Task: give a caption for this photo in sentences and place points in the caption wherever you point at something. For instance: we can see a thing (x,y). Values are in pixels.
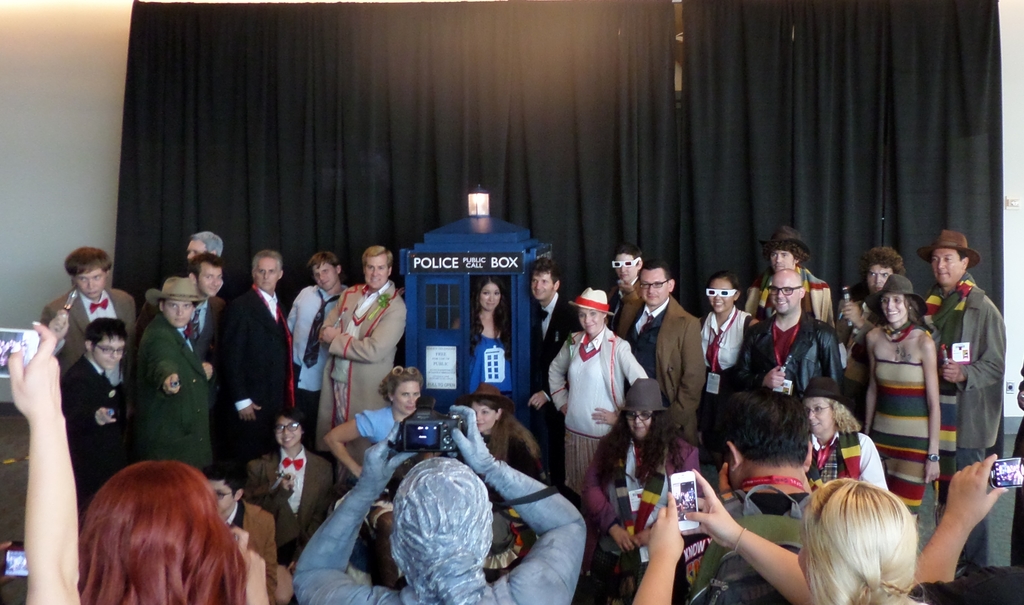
In this image we can see some persons (571,346) standing and posing for the photographs. In the center (499,325) we can see a woman (489,305) inside the blue color police box (456,275). We can also see the light (472,210). At the bottom (404,527) we can see some persons (463,569) capturing the photographs. In the background (101,102) there is a plain wall (94,61) and also black color curtains (559,107).
